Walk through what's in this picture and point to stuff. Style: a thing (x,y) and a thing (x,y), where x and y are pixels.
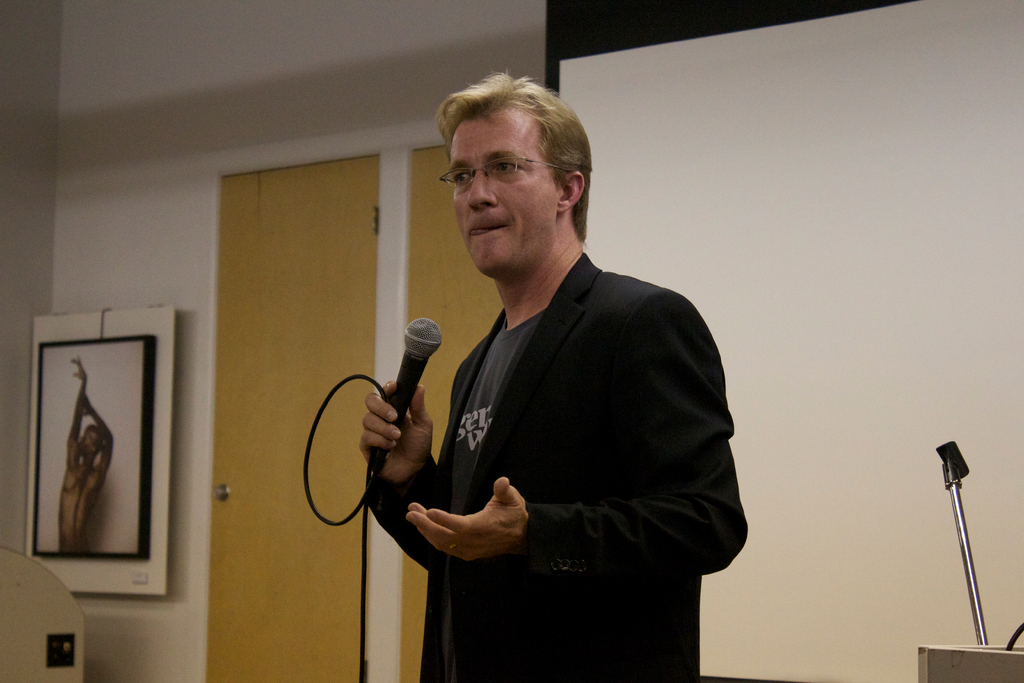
This picture shows a man (544,167) standing and speaking with the help of a microphone (410,334) and we see a podium (924,682) on the side and a projector screen (675,286) on his back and we see a photo frame (133,381) on the wall (121,233).
